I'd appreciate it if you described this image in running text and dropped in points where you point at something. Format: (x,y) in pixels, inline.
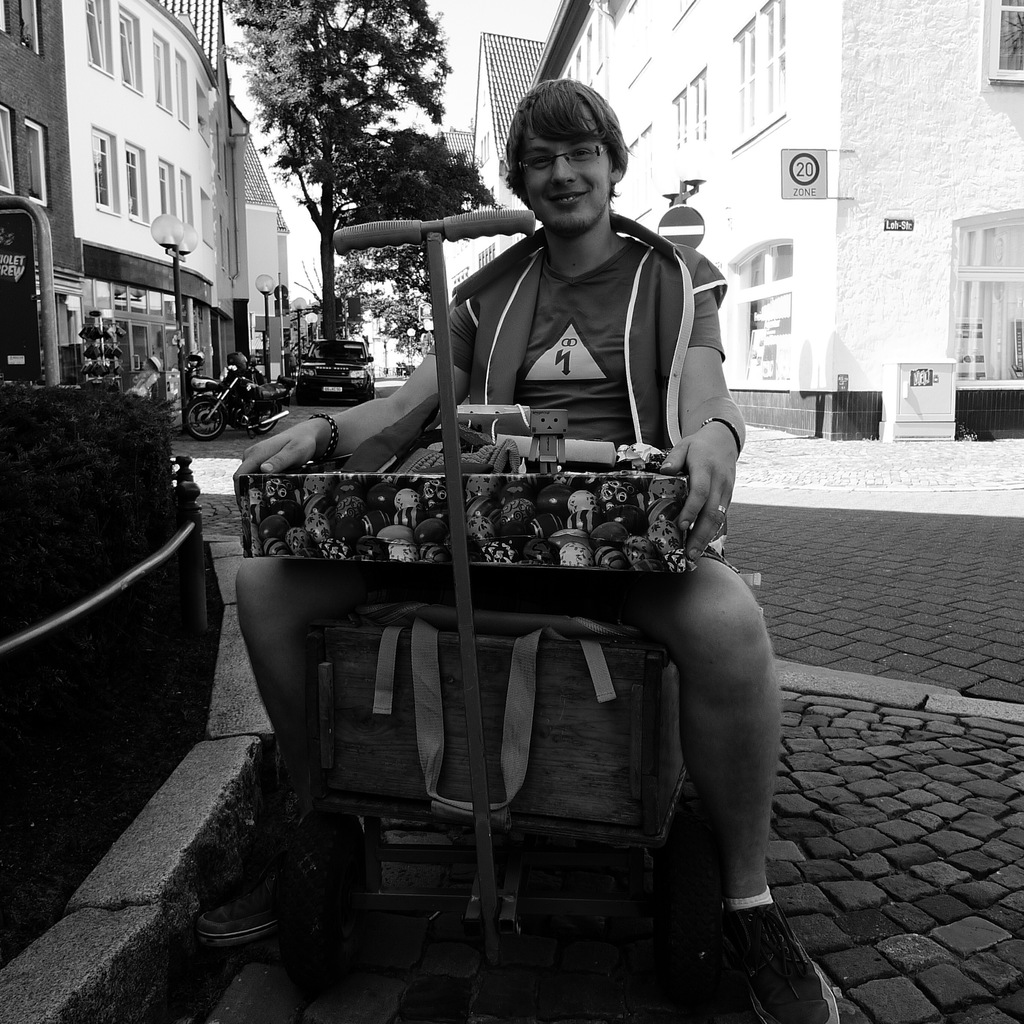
In the foreground of this black and white image, there is a man (601,366) holding a basket like object (615,510) and he is sitting on a cart (500,697). On the left (153,569), there is a railing (170,553), few plants (35,449) and a board (20,241). In the background (387,158), there are few trees (388,169), buildings (184,170) on either side to the path (402,385), poles (265,350) and vehicles (261,377) on the road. At the top (497,7), there is the sky (514,7).
